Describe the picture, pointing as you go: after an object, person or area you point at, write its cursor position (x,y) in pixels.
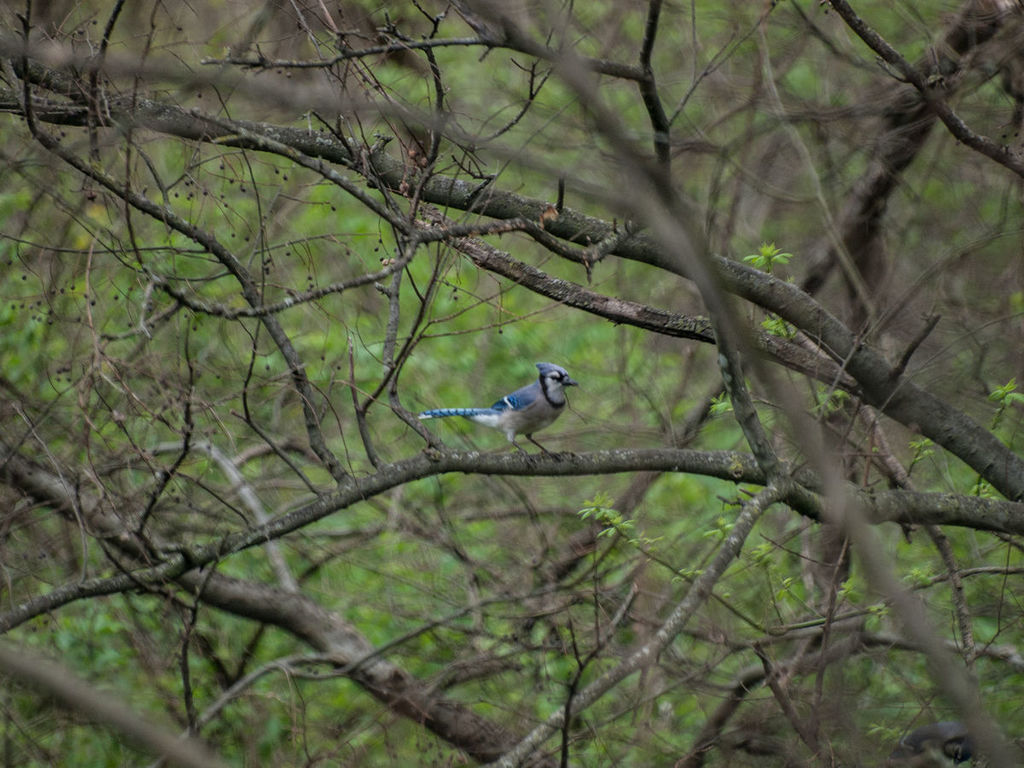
In this image I can see a bird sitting on a dry tree branch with a blurred background (517,383).
